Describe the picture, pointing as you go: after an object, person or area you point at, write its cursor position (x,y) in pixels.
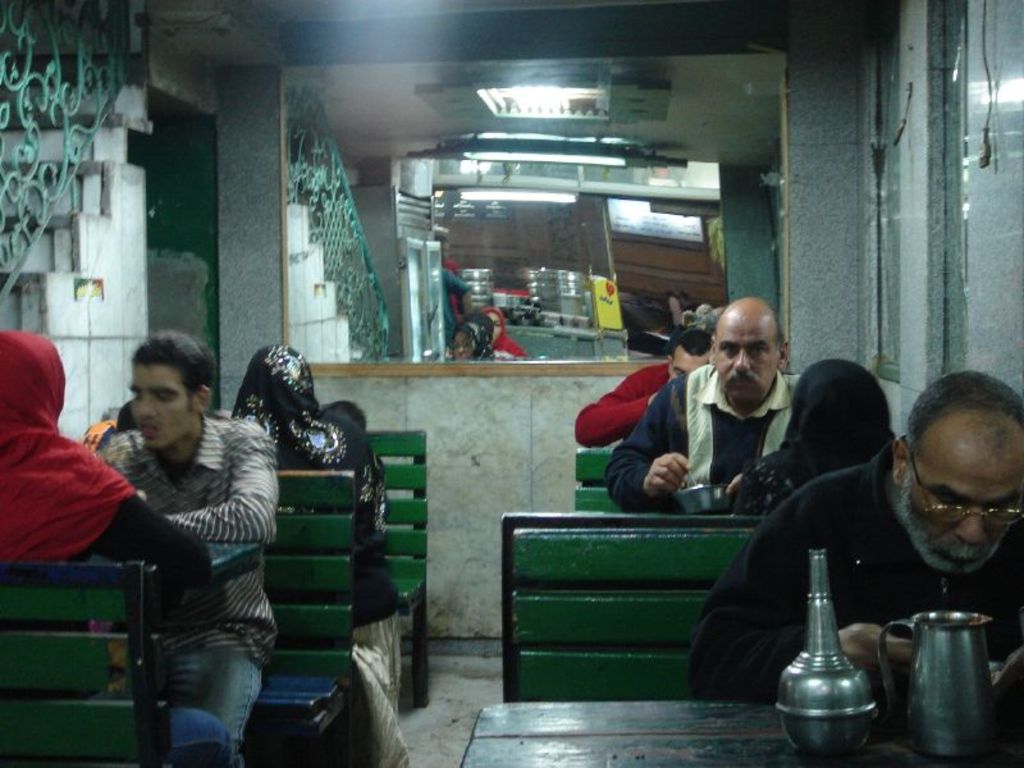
In this image, we can see some people (789,637) sitting on the benches (96,594), there are some tables (488,739), we can see a jug (958,716) on the table (895,763), there is a mirror (417,109).
